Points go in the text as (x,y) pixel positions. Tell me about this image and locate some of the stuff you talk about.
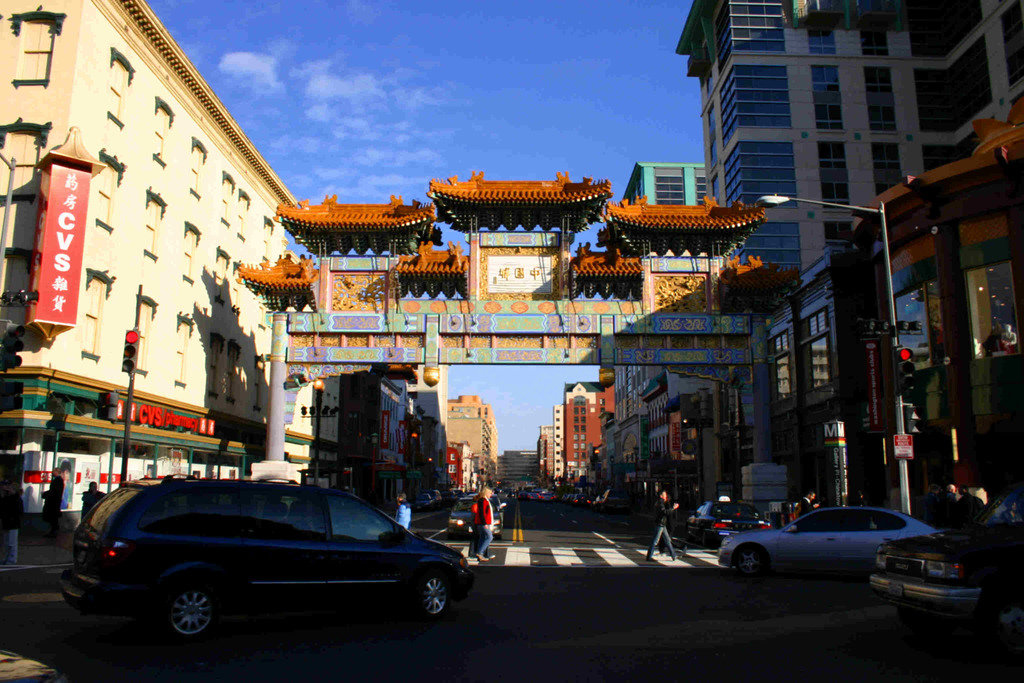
In this picture I can see there is a road (523,541) and there are few vehicles (463,535) moving on the road (454,542) and there are few people (657,542) walking on the zebra crossing (561,552) and there is arch (280,284) in the backdrop (279,269) and there are few buildings (826,16) on both sides of the road (583,548) and there is a traffic light (129,365) here and the sky (627,41) is clear.
